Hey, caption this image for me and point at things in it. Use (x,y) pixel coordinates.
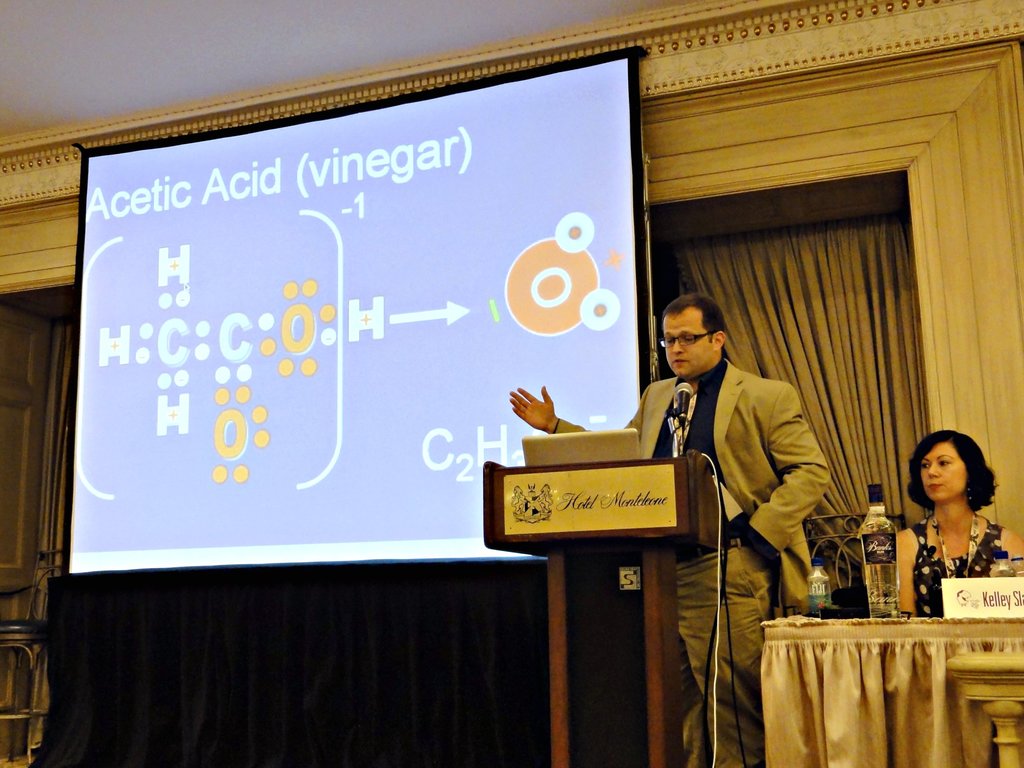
As we can see in the image there is a screen (310,242), curtain (832,319), two people (751,459) over here and there is a table (880,642). On table (892,652) there is a poster (962,605) and bottles (815,571).
